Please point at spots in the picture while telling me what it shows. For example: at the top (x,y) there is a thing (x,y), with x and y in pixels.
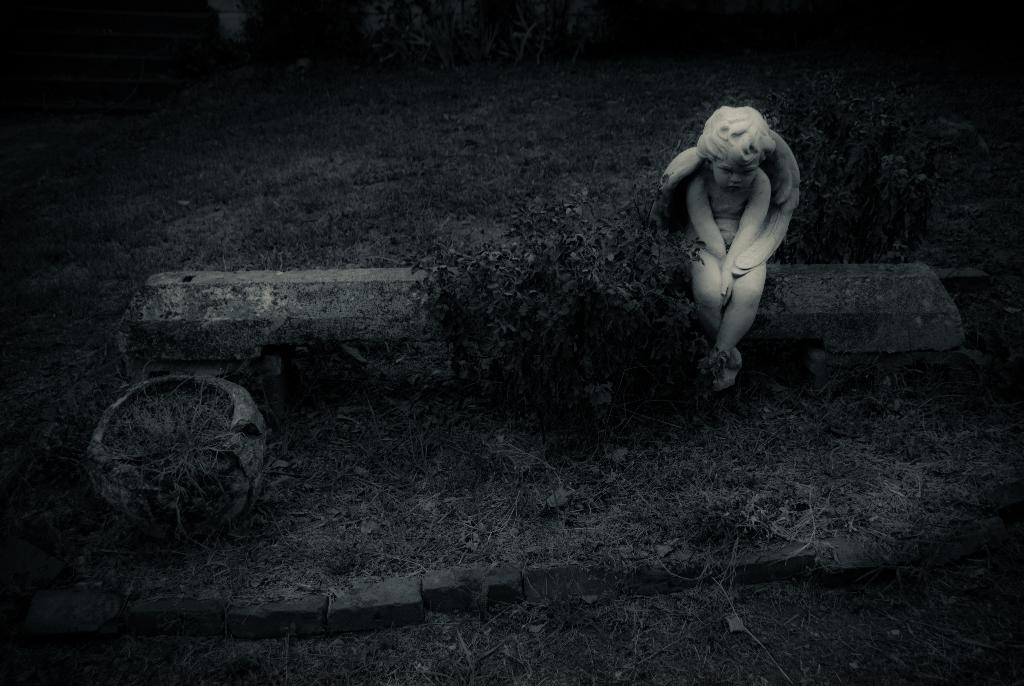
This picture shows a statue (710,276) on the bench (775,317) and we see plants (494,346) and grass (431,511) on the ground (610,539).
